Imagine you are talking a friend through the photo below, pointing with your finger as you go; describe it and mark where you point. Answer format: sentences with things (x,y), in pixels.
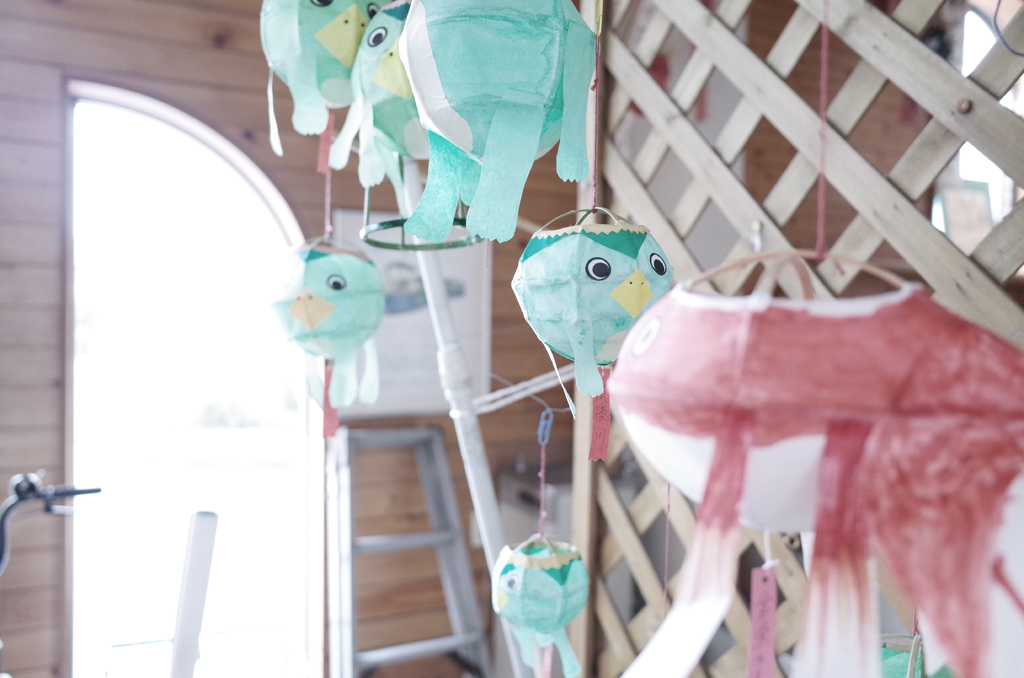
In this image, I can see the paper decorative items (369,359) hanging. In the background (295,421), there is a window (79,317) in the wall (197,108). I can see a ladder (382,654) and a poster (390,347) beside the window (321,462). On the right side of the image (691,142), It looks like a wooden object (1003,285). On the left side of the image (54,509), this is a handle (26,492) of a vehicle (26,492).
